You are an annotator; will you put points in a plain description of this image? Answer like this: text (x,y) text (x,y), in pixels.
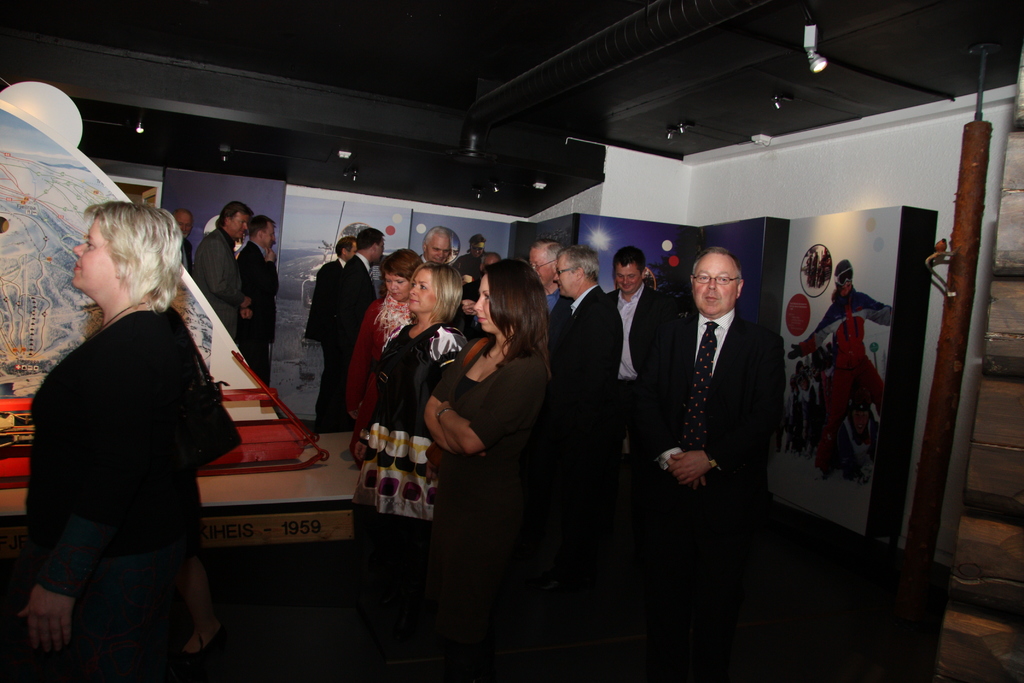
In the middle of the image (394,265) few people (737,494) are standing and watching. Behind them there is a wall (985,248), on the wall (983,262) there are some posters (263,199). Top of the image (675,120) there is roof (923,95).
